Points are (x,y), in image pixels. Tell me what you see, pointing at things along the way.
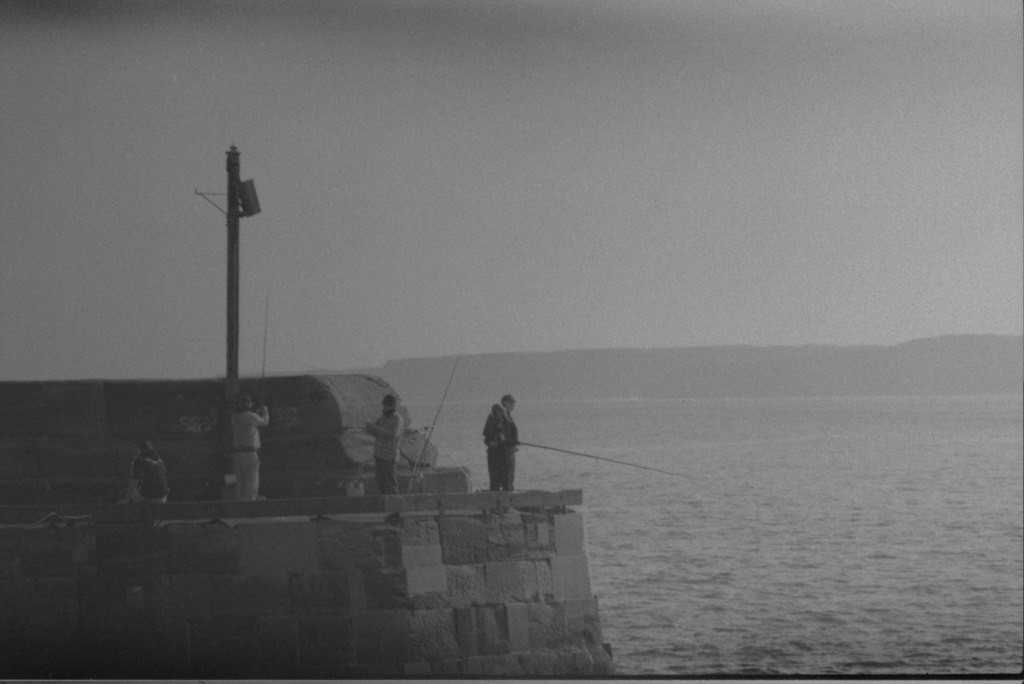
There are people (494,476) and we can see wall (191,448), water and pole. In the background (782,130) we can see sky (651,128).
